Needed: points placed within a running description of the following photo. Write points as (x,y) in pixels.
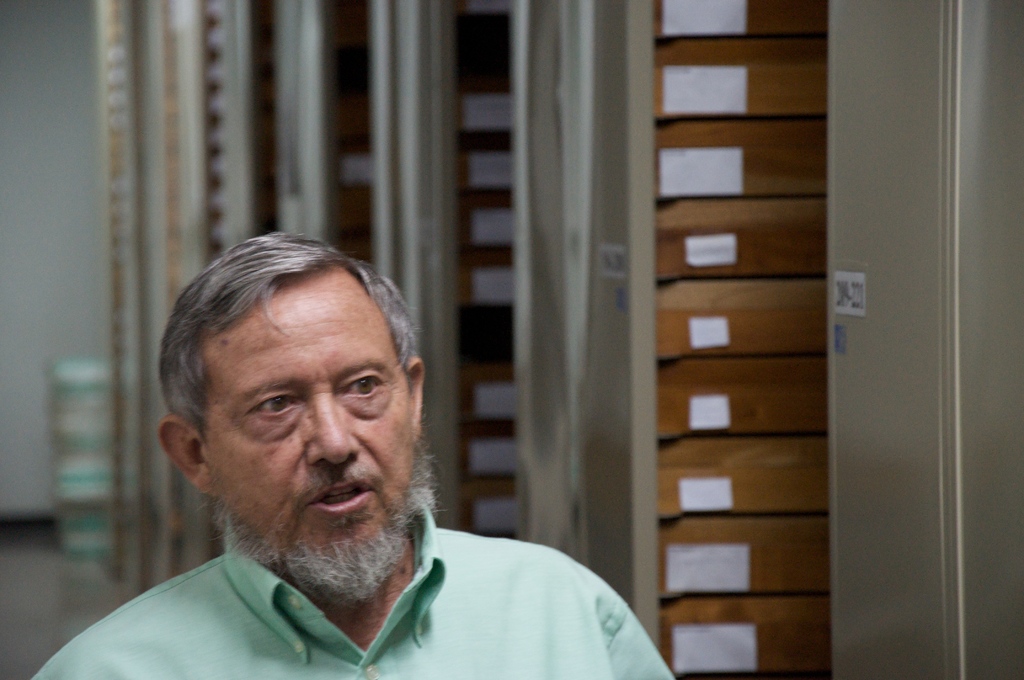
In the picture I can see a man (345,511). In the background (619,338) I can see a wall (82,191) and some other objects (480,269). The background of the image (705,404) is blurred.
